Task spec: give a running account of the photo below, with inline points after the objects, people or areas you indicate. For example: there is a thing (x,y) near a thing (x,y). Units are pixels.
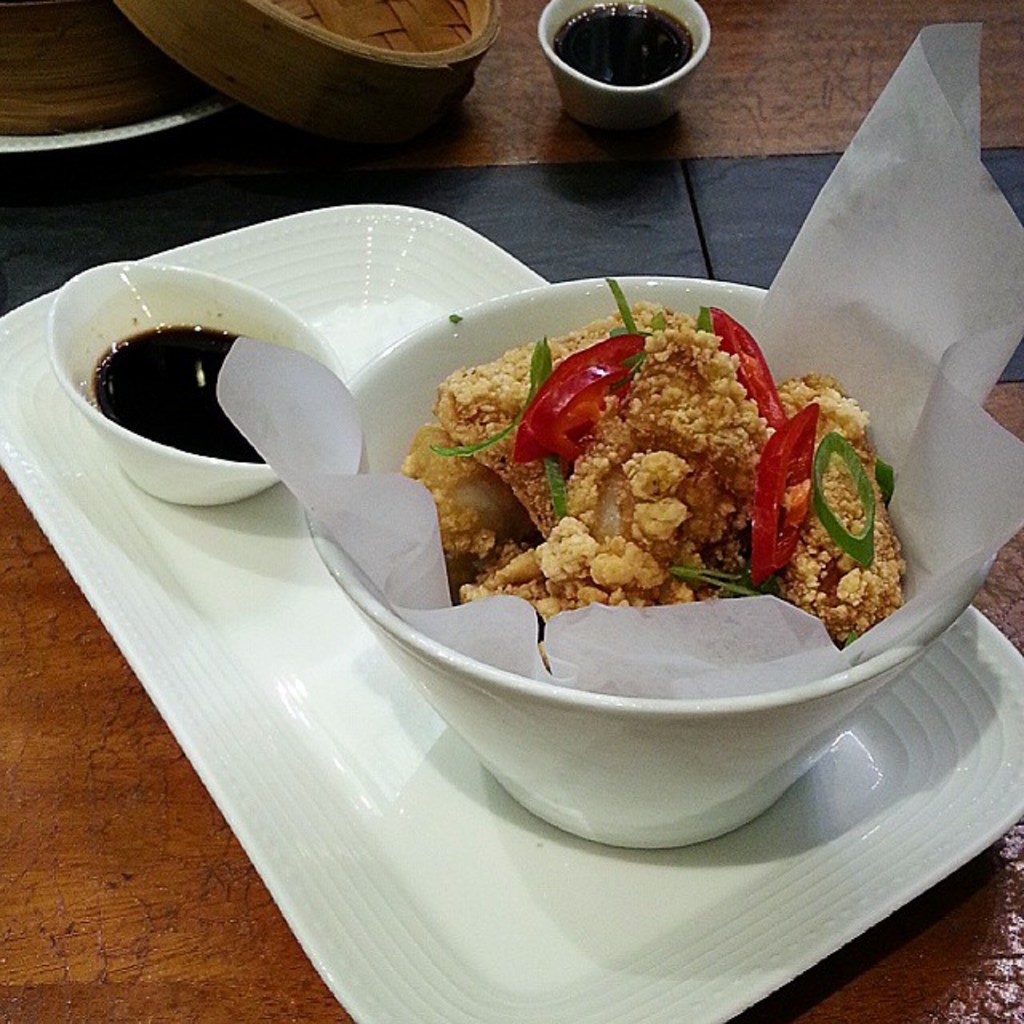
In this image we can see there is a table (60,231). On the table (989,859) there is a food item (546,564) placed in a bowl (559,723) and sauce (201,450) and some other objects (425,71).
